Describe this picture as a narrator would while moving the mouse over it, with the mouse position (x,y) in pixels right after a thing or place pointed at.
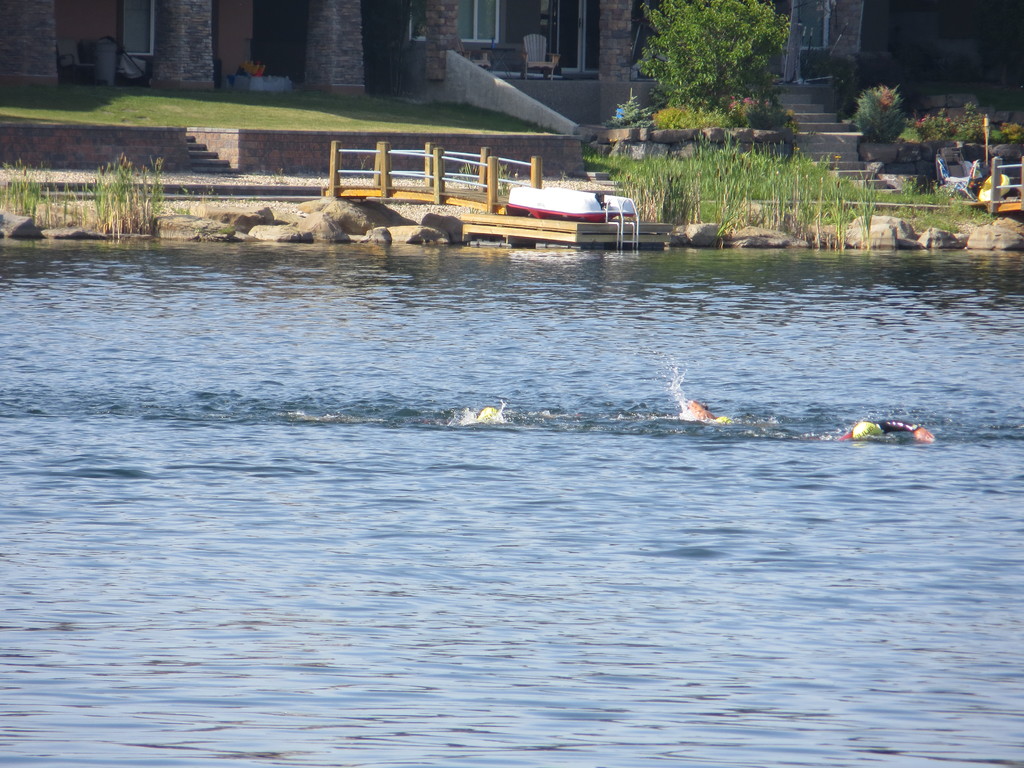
In this picture I can observe a river (638,361). In the background (705,187) I can observe some plants (736,180) and a house (292,44).
